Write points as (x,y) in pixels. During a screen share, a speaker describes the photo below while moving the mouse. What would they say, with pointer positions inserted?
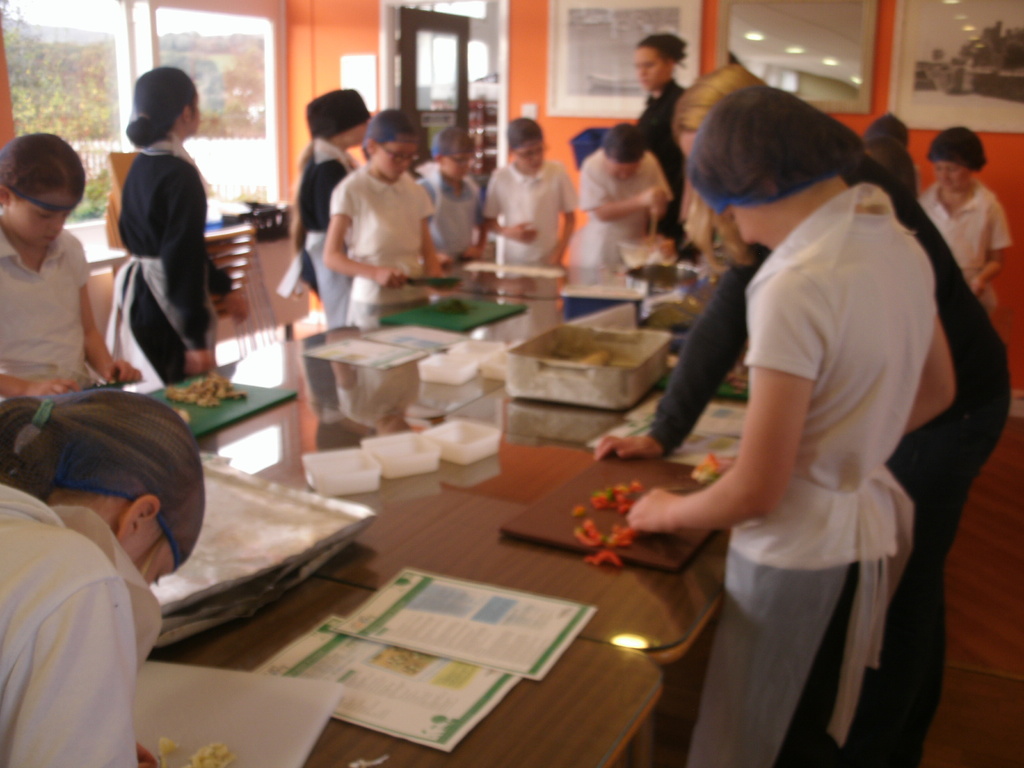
In this image I see number of people (35,523) who are near table (467,272) and there are lot of things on it. In the background (1,109) I see the window (206,42), wall (992,143) and few frames (1023,2) on it.
